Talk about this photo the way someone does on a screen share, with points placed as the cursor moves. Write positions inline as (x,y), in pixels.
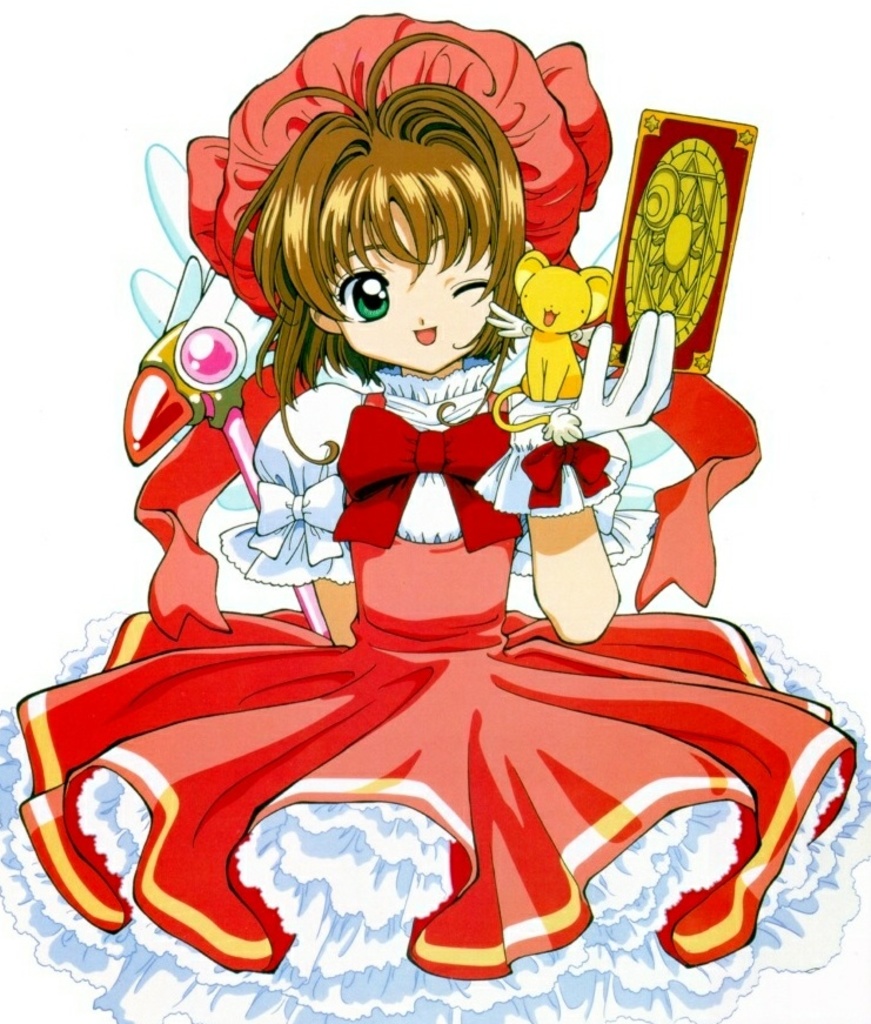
This is an animated image. In the center (409,343) there is a woman (407,430) holding some objects (313,624), wearing a red color frock (462,749) and we can see a yellow color animal (544,357) seems to be sitting on the hand (587,402) of a woman (608,407). The background of the image (135,15) is white in color.
